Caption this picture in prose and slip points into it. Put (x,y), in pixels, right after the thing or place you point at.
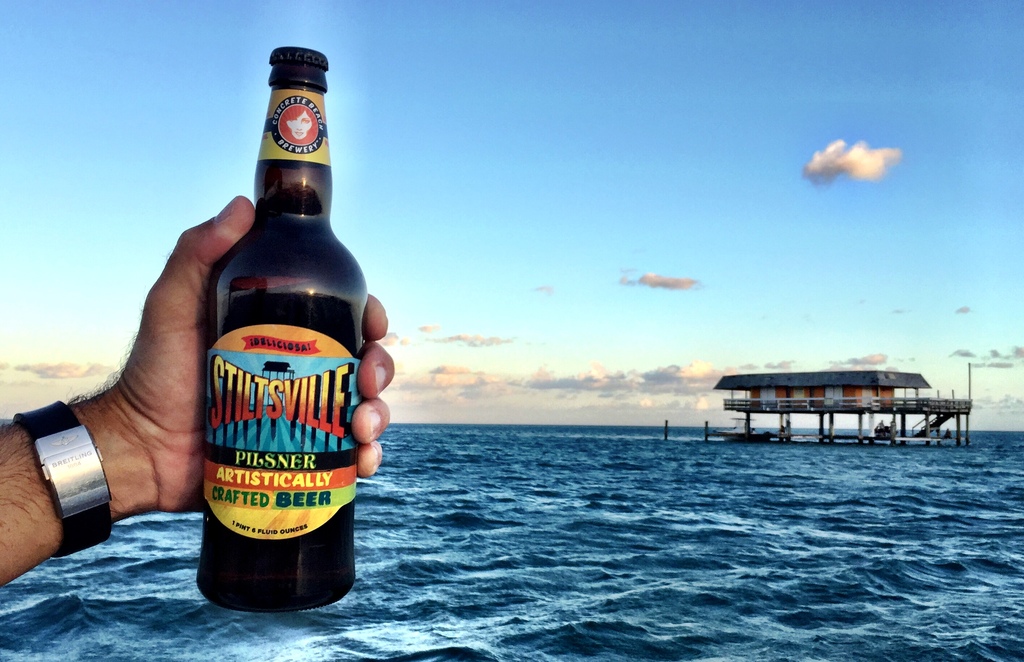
In this picture we can see the persons (151,435), who is wearing watch (42,428) and holding beer bottle (288,299). On the right (799,385) there is a house (902,378) which is constructed above the water (817,447). In the background (626,467) we can see ocean (504,470). At the top (848,110) we can see sky (767,171) and clouds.
